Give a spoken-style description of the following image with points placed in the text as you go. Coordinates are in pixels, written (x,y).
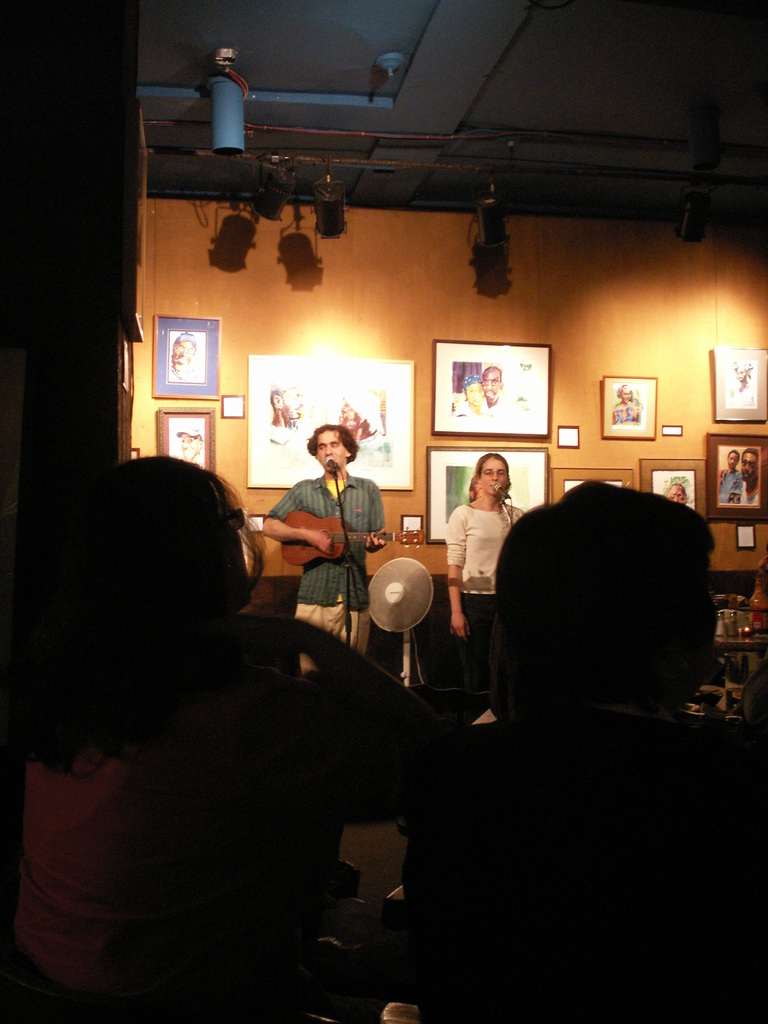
The person (328,537) in the left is playing guitar (342,551) and singing in front of a mic (342,518), The person (487,503) in the right (520,514) is singing in front of a mic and there are people (569,679) sitting in front of them.
